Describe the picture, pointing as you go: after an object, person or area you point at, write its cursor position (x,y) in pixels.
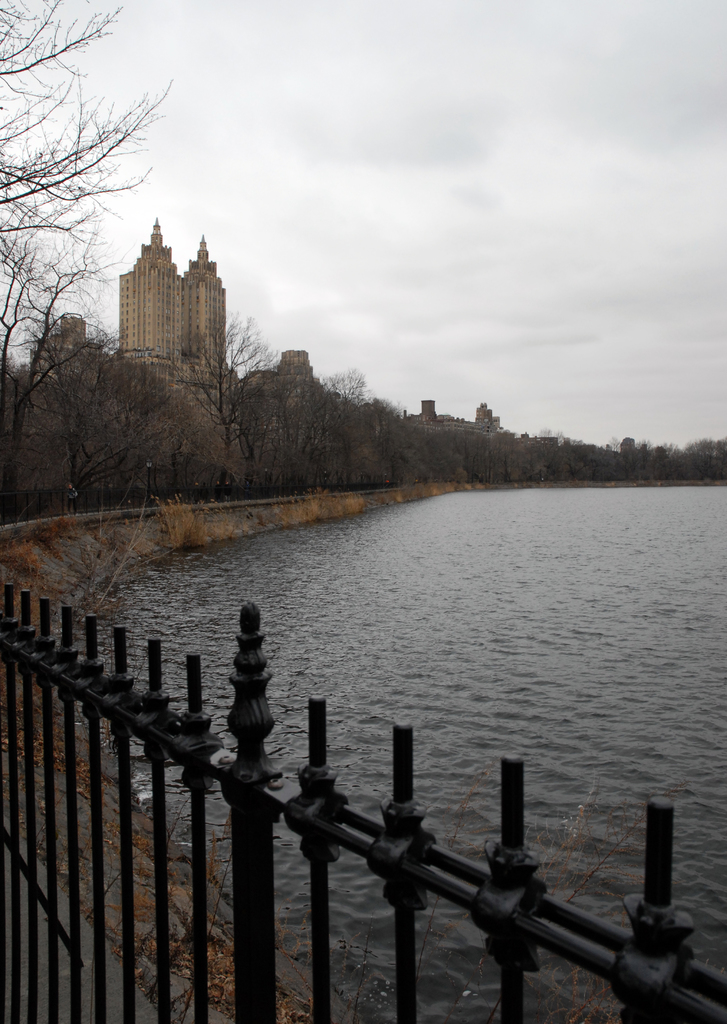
In this image we can some buildings (193,376) and trees (199,413) on the river bank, there is a fencing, and we can see the sky (565,233).
